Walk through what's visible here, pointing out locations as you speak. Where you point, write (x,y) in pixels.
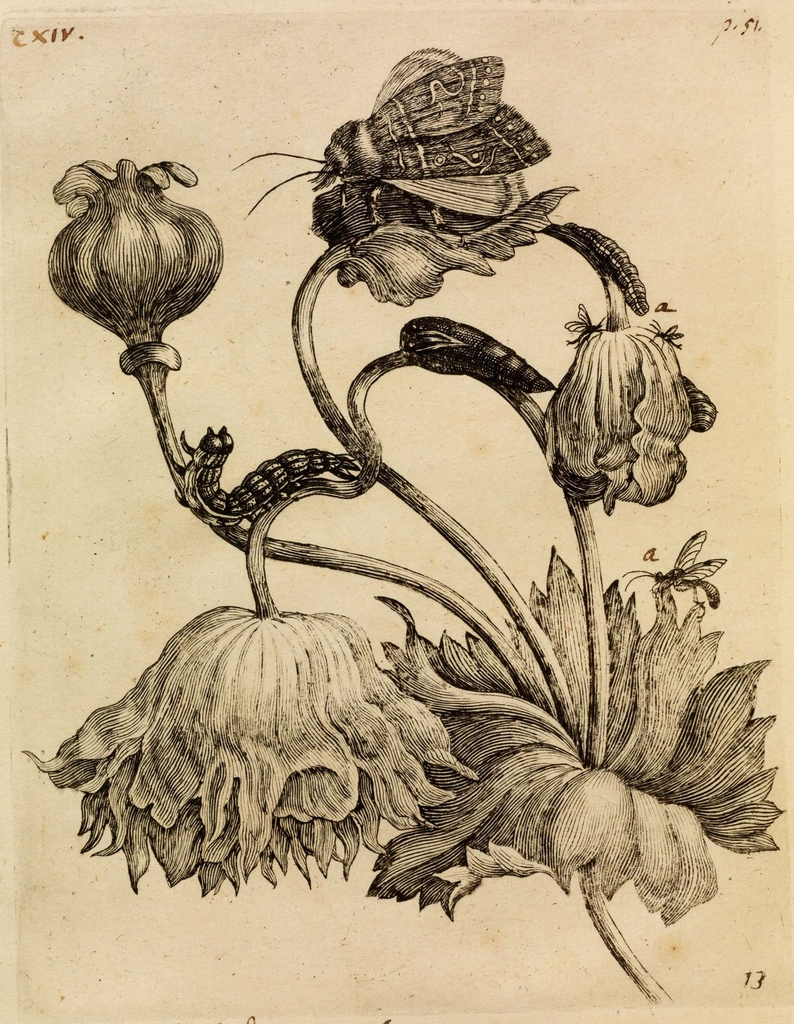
In this image we can see black and white picture of a plant (153,216) with some insects (460,133) on it.
